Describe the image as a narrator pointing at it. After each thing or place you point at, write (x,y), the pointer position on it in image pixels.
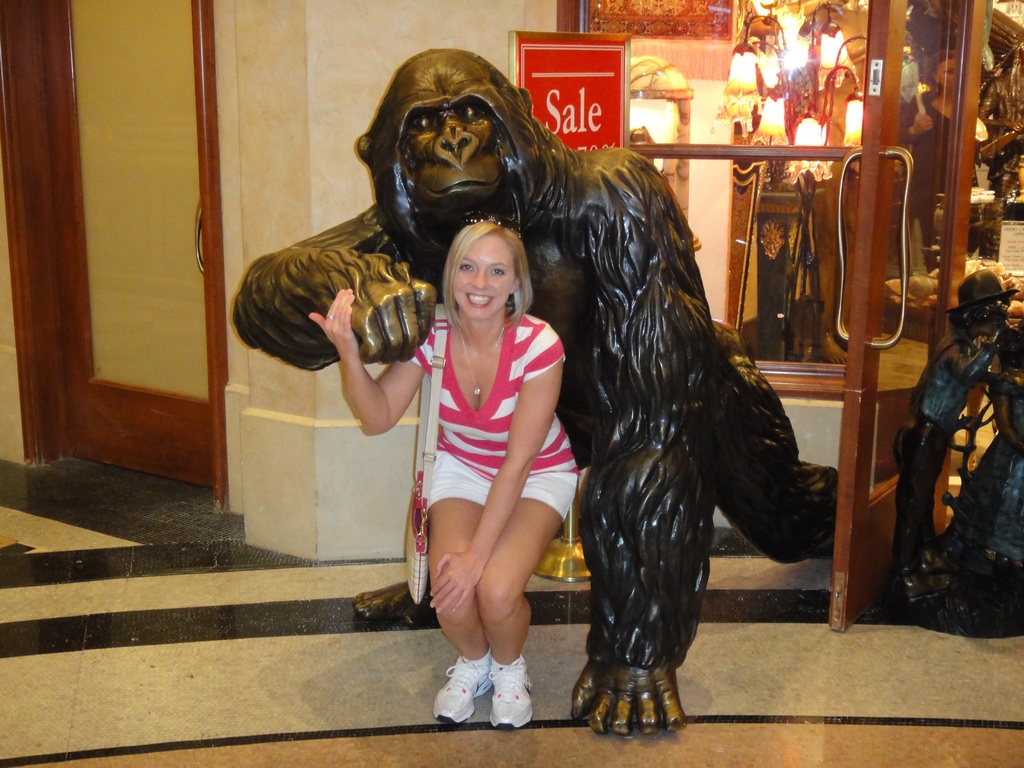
In this image there is a woman (462,386) with a smile (479,297) posing with a King Kong statue (550,231), behind the statue (633,245) there are doors (170,308) and Windows (679,169).
